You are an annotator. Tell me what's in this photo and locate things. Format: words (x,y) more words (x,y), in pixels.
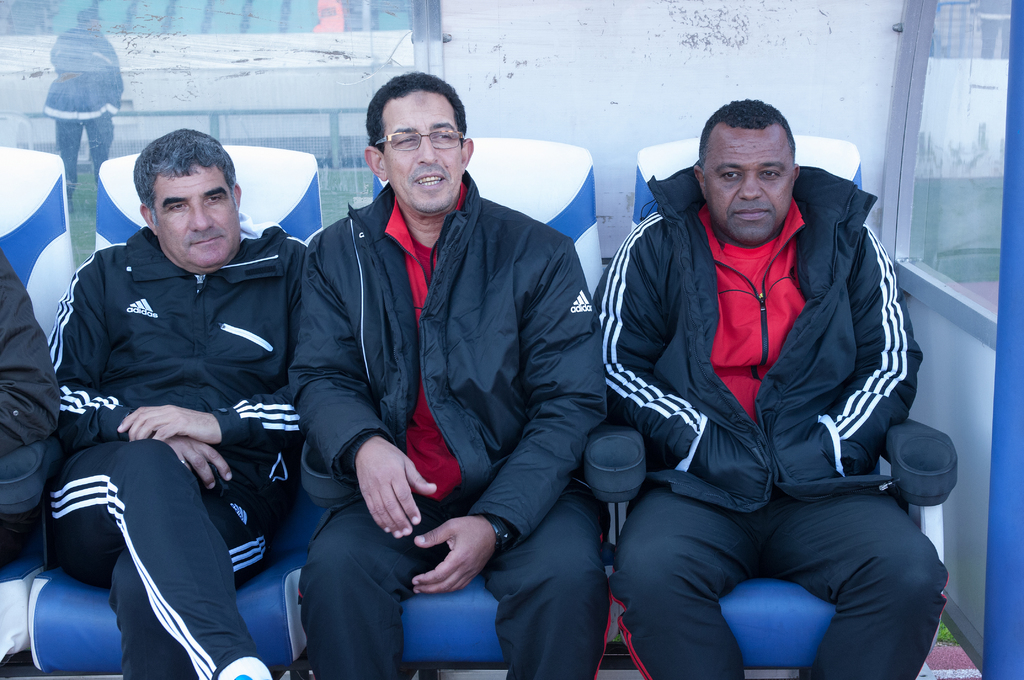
In this image I see 3 men (496,262) who are sitting on chairs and I see that all of them are wearing jackets (382,302) and I see another person (22,319) over here who is sitting on this chair (7,160). In the background (626,86) I see the wall (814,96) and I see the transparent glasses (287,40) and through the glass (99,50) I see another person (97,97) over here and I see the rods (300,114) over here.
